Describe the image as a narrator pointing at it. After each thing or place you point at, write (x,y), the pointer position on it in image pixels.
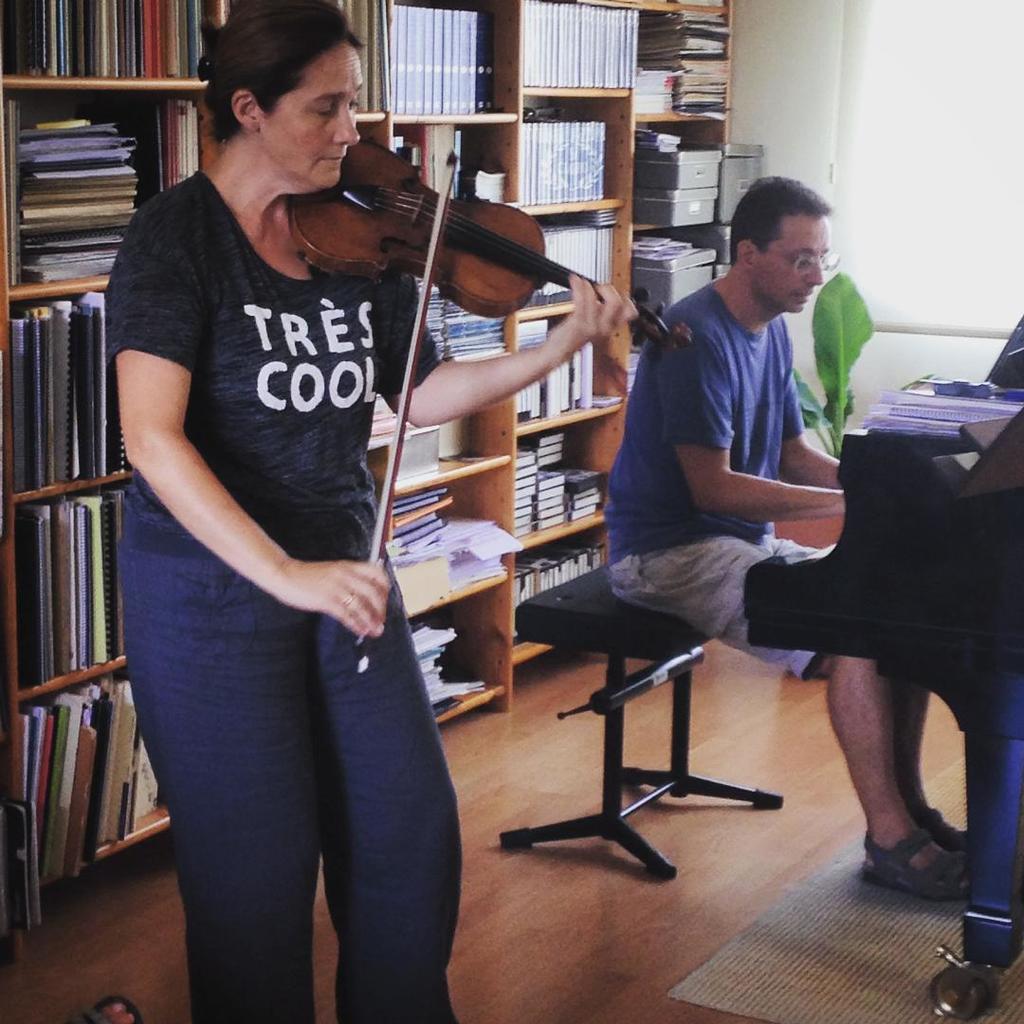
In this picture we can see a woman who is playing violin (395,250). Here we can see a man (735,499) who is sitting on the chair (579,597). On the background (655,133) there is a rack (11,452) and there are some books (567,46). This is floor (815,843) and there is a wall (834,152).
